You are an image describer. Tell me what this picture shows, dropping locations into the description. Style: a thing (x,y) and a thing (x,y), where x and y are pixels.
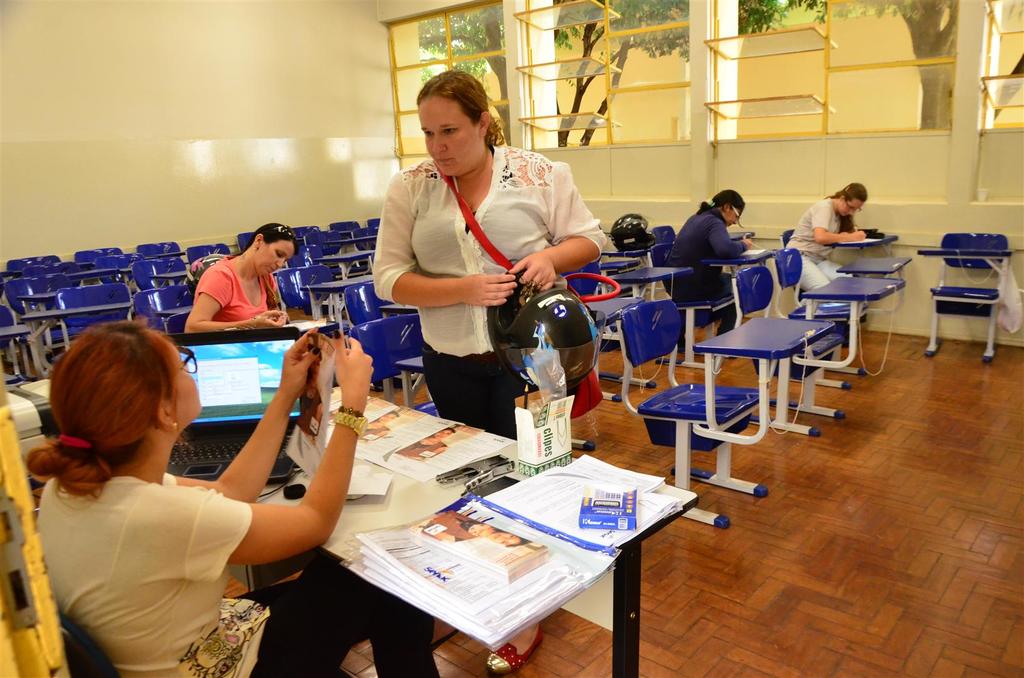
In the picture I can see people (446,218), among them a woman (516,237) is standing on the floor (610,438) and holding something in her hands (512,291) and others are sitting on chairs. I can also see chairs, tables (407,522) which has a laptop (253,395), papers (454,516) and some other objects (534,440). In the background (408,120) I can see windows (588,115), trees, a wall (293,133) and some other things.
